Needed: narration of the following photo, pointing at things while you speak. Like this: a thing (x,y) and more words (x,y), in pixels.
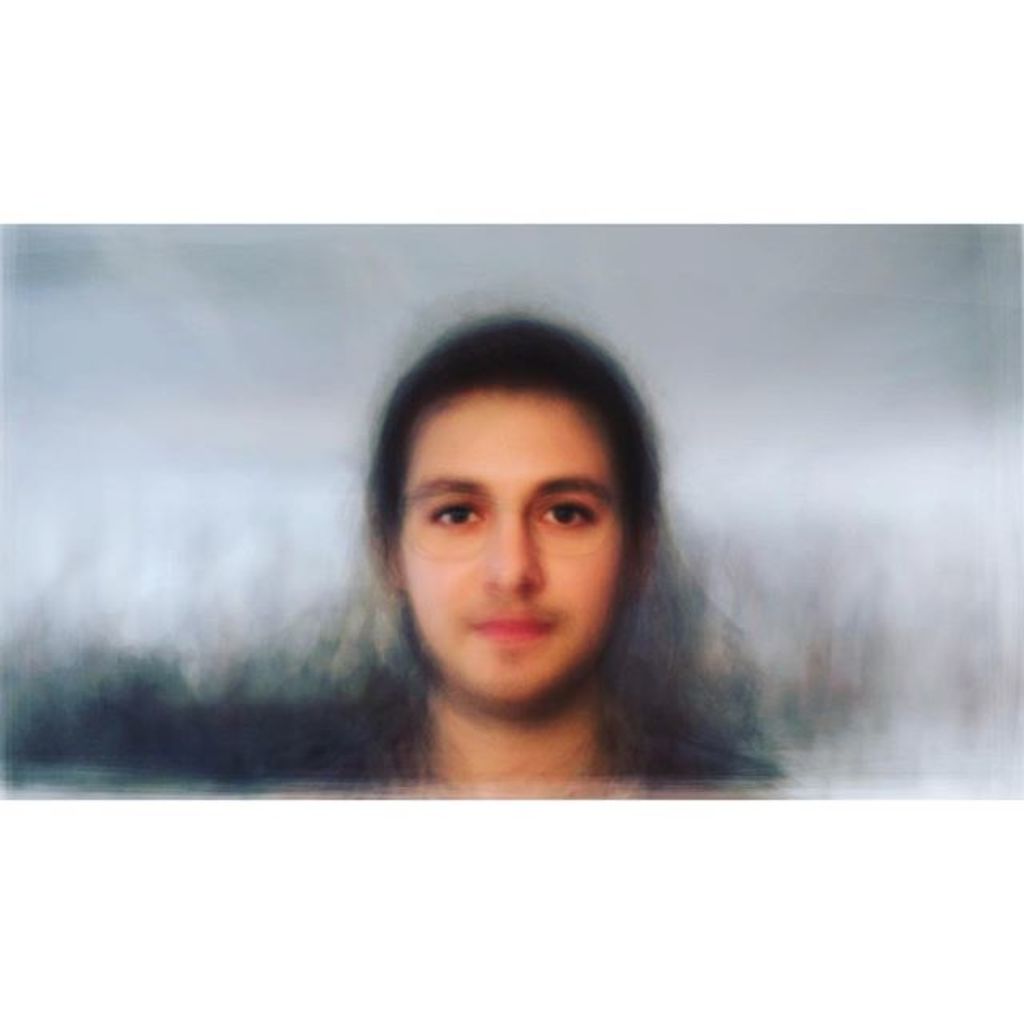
This image consists of a person (619,567). It looks like an edited image. The background (69,721) is blurred.
